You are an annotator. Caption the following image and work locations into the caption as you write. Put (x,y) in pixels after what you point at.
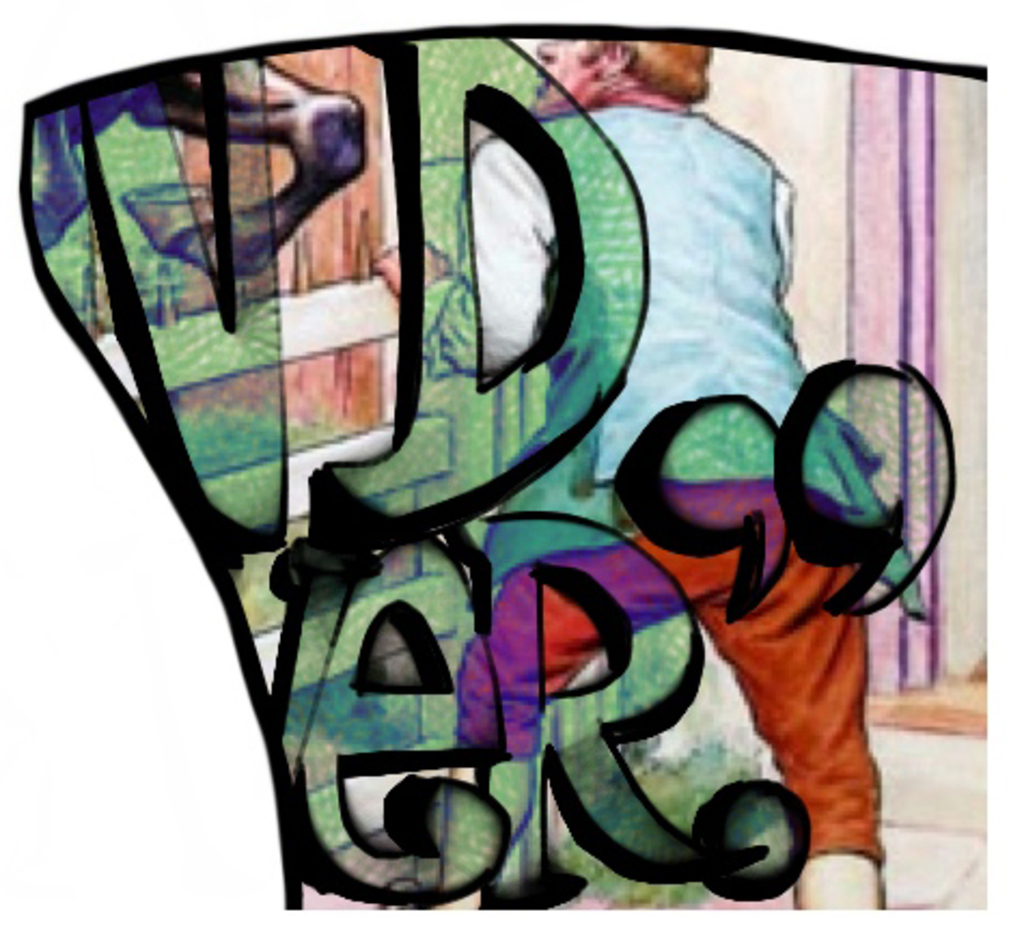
In this image I can see depiction picture where in the front (478,604) I can see something is written and behind it I can see one person (555,403) and legs (186,255) of a horse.
